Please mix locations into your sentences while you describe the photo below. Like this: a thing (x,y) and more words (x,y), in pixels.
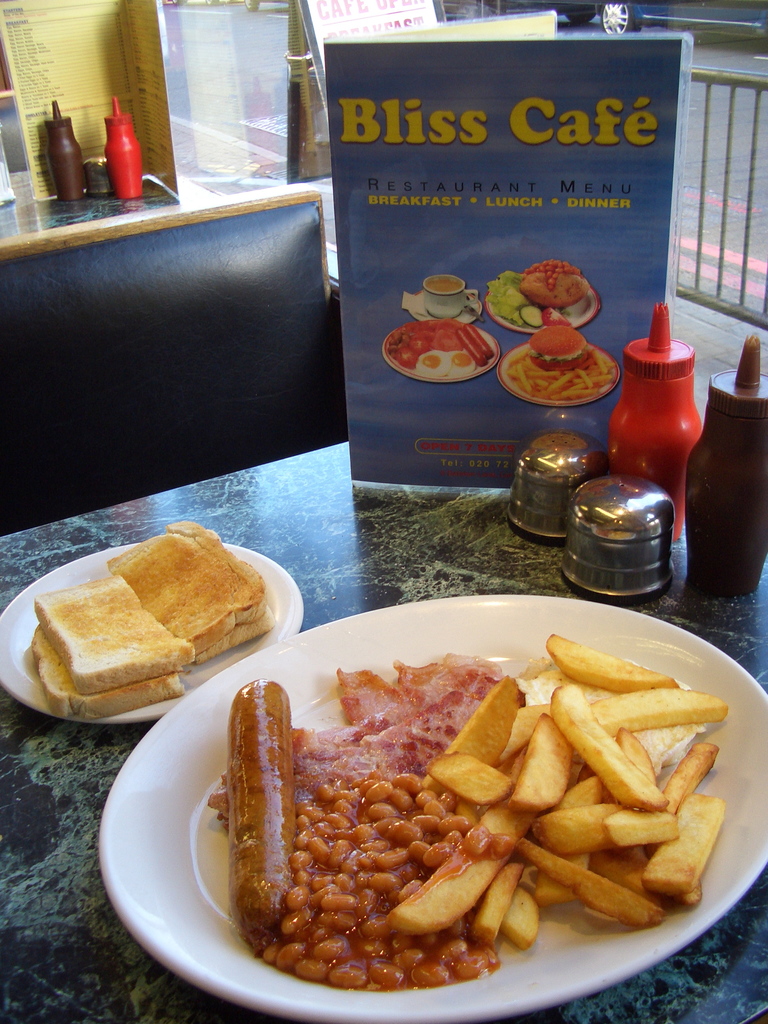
In the image we can see there are food items (405,749) kept on the plate (324,646) and the plate (29,607) is kept on the table (130,962). There is a menu card (388,360) kept on the table (120,1015) and its written ¨Bliss Cafe¨. There are salt pepper bottles (581,526) and sauce and ketchup bottles (687,410) kept on the table (751,620). Behind there are sauce and ketchup bottles (121,195) kept on the table (131,201) and there are banners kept on the ground (253,32). There is a wheel (603,22) of a vehicle (648,18).
